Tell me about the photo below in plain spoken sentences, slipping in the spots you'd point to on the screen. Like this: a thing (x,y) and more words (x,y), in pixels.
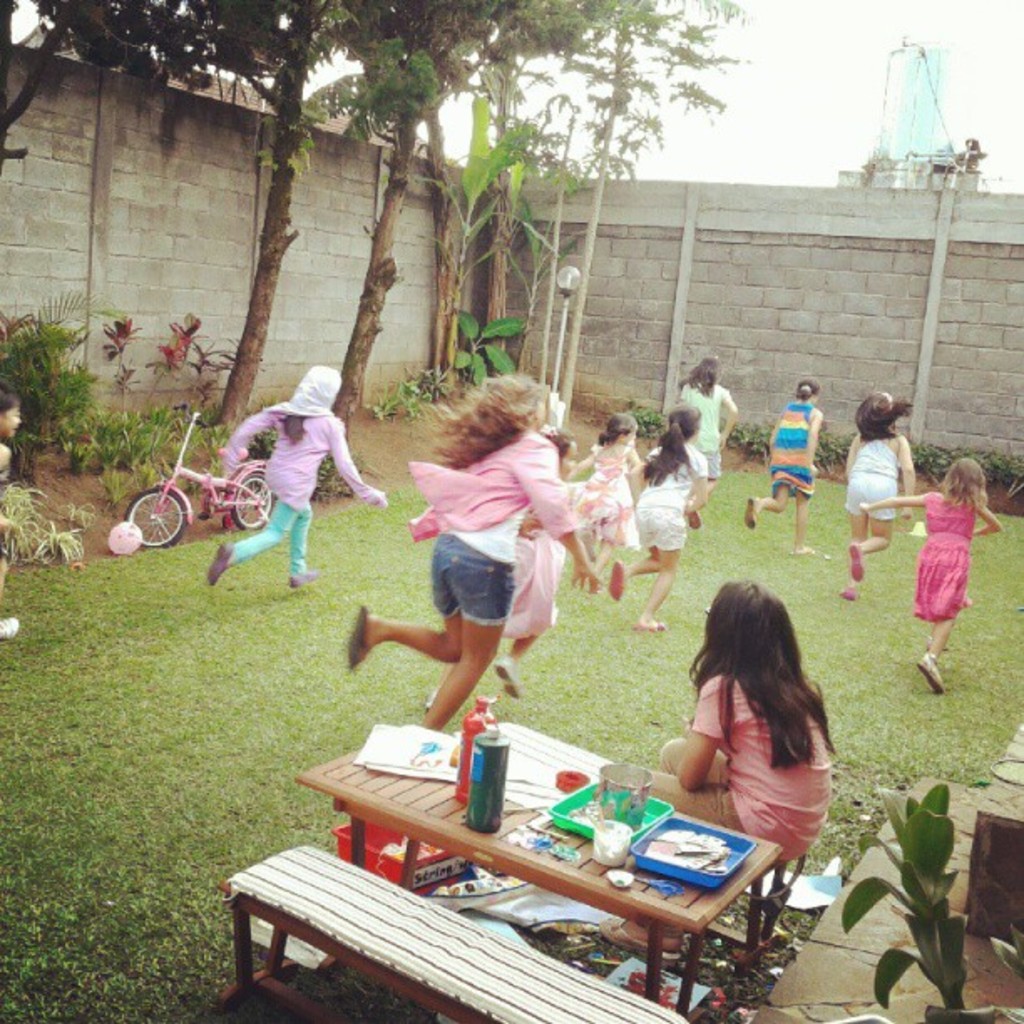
I think this is backyard (933,483) of a house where kids (945,509) can be seen playing running towards the wall (638,382) there are few trees (255,312) and plants (152,438), in the left of the image (245,473) and a bicycle (207,490) also. Grass (195,617) is all over the place. On the right (731,881) there is a bench (535,812), on the bench (442,795) there is water bottle (480,773), tray (578,804), bucket (623,789) and few playing objects (605,843). On the right (957,892) we can see tiles (956,820). sky (831,101) is clear and sunny. A girl (740,743) is sitting on the bench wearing a pink color dress (744,774).
